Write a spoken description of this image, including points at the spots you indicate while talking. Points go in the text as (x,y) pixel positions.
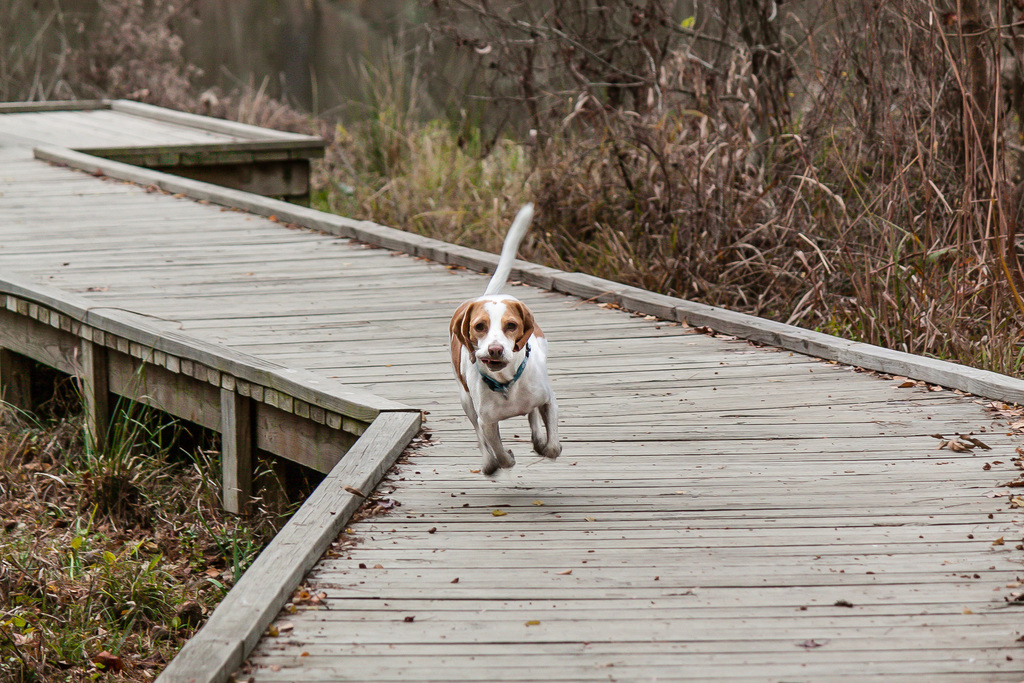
In this image there is a dog (485,370) running on the wooden bridge (337,382), and in the background (470,127) there are plants (567,246), grass (38,434).
